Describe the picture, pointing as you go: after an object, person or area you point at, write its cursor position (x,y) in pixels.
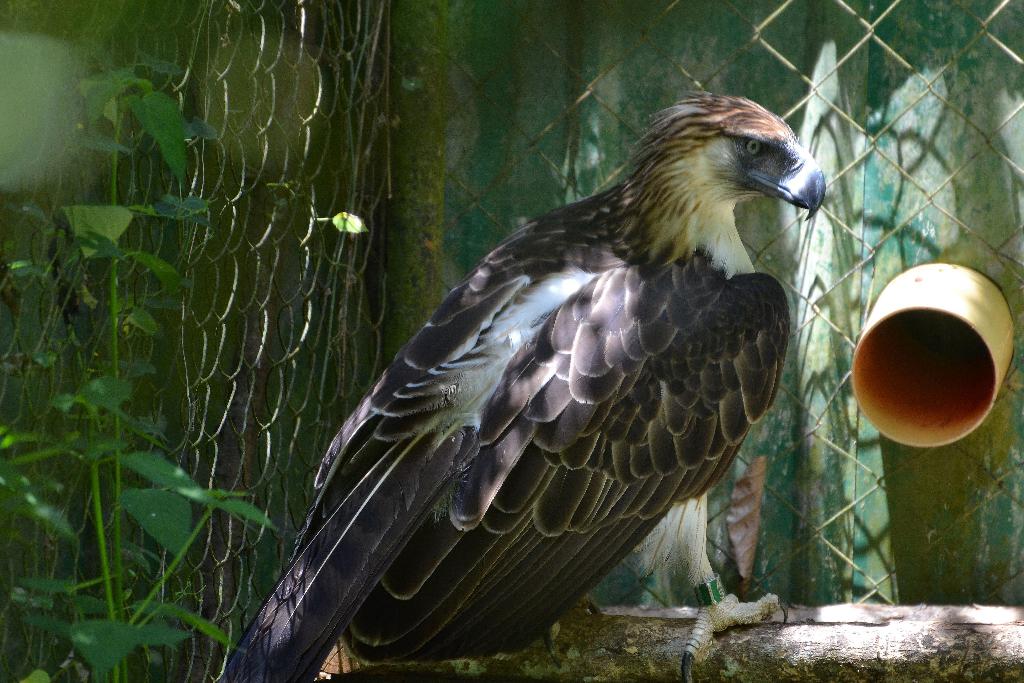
In this image, we can see a bird (620,412) and there are also some plants (85,392) at the left side of the picture (70,541).
